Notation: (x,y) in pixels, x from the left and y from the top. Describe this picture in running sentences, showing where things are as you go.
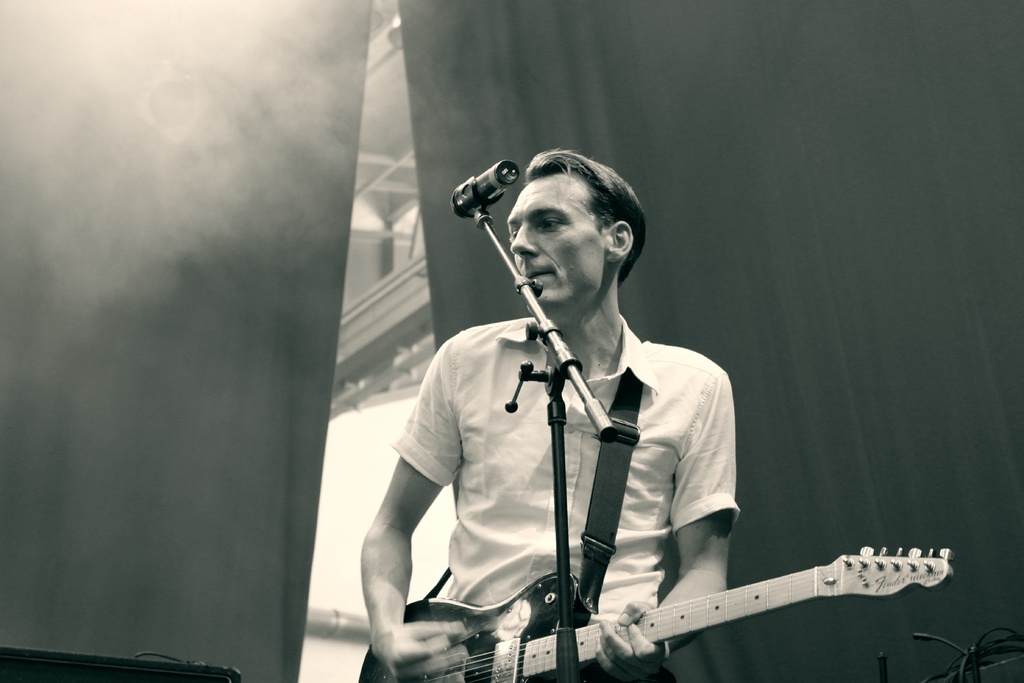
In this image I see a man (382,605) who is holding the guitar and is in front of a mic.
